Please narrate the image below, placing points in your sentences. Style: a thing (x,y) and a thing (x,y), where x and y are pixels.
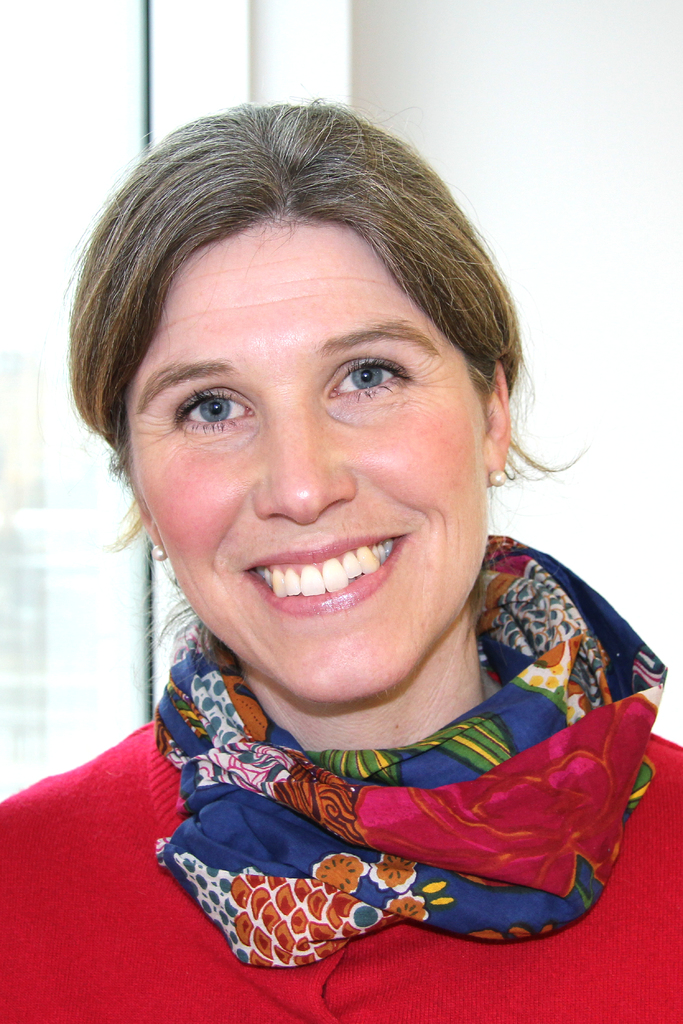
A woman (248,561) is smiling, she wore red color dress (559,959).
